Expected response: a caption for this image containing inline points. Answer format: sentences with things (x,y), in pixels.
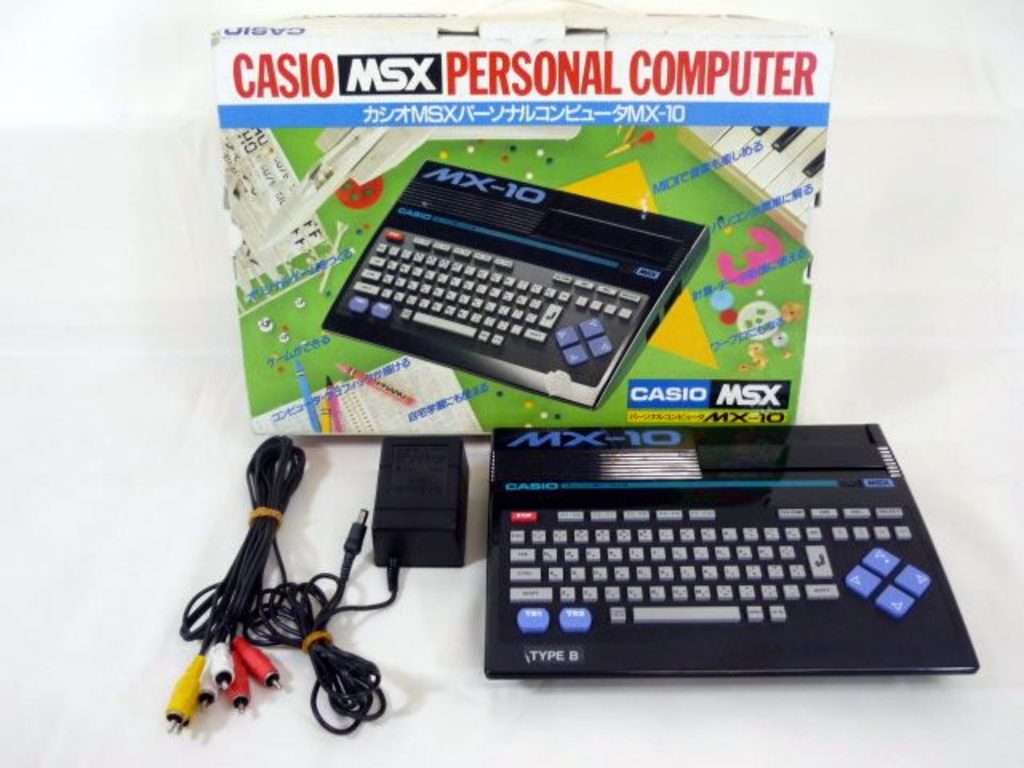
In this image, we can see a black keyboard (783,577), cable (324,646) and wires (270,617). Here there is a box (525,382). These things (459,517) are placed on the white surface (696,735). On the box (580,395), we can see the picture (542,307) of a keyboard (478,332) and some text (722,214).
